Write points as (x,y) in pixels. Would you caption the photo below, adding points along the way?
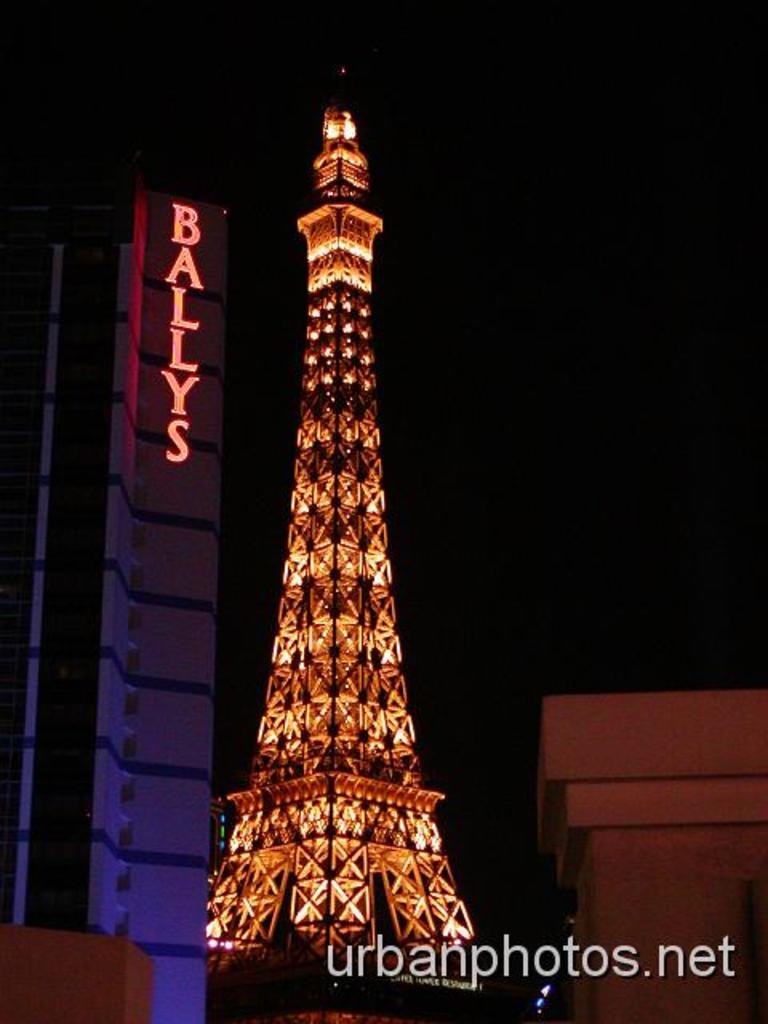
In this image there is a tower (322,707), on the left side (56,363) there is building (161,392) on that building (183,298) there is some text (180,310), in the bottom right (660,964) there is some text (384,936).
